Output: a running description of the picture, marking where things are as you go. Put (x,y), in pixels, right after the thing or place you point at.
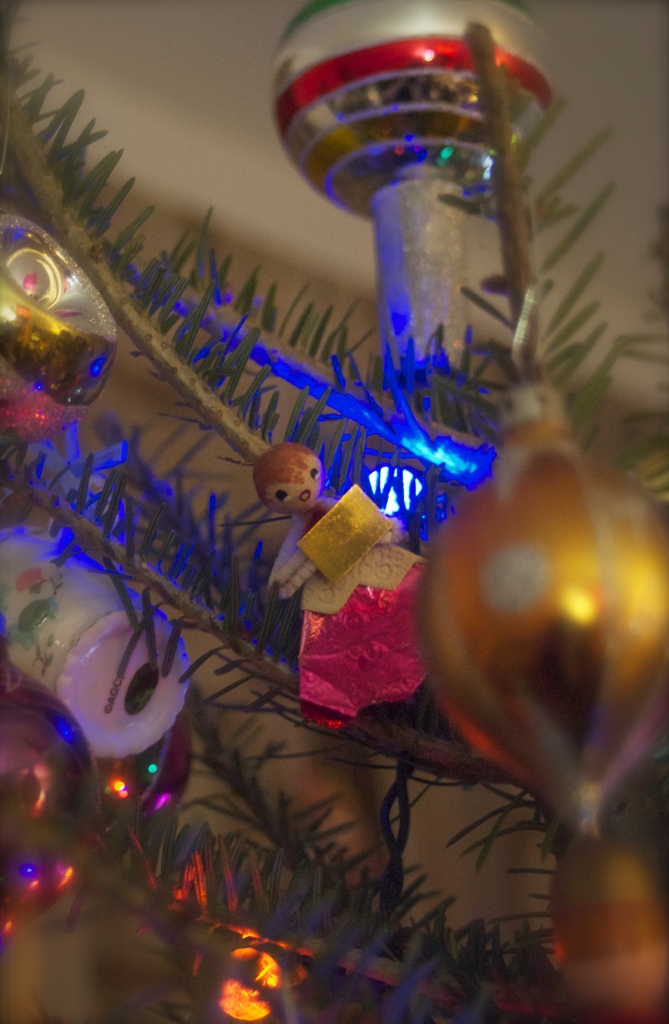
In this image I see leaves (271,305) on stems (62,224) and I see decoration (20,296) and I see a doll (338,613) over here and it is blurred in the background (82,14).
